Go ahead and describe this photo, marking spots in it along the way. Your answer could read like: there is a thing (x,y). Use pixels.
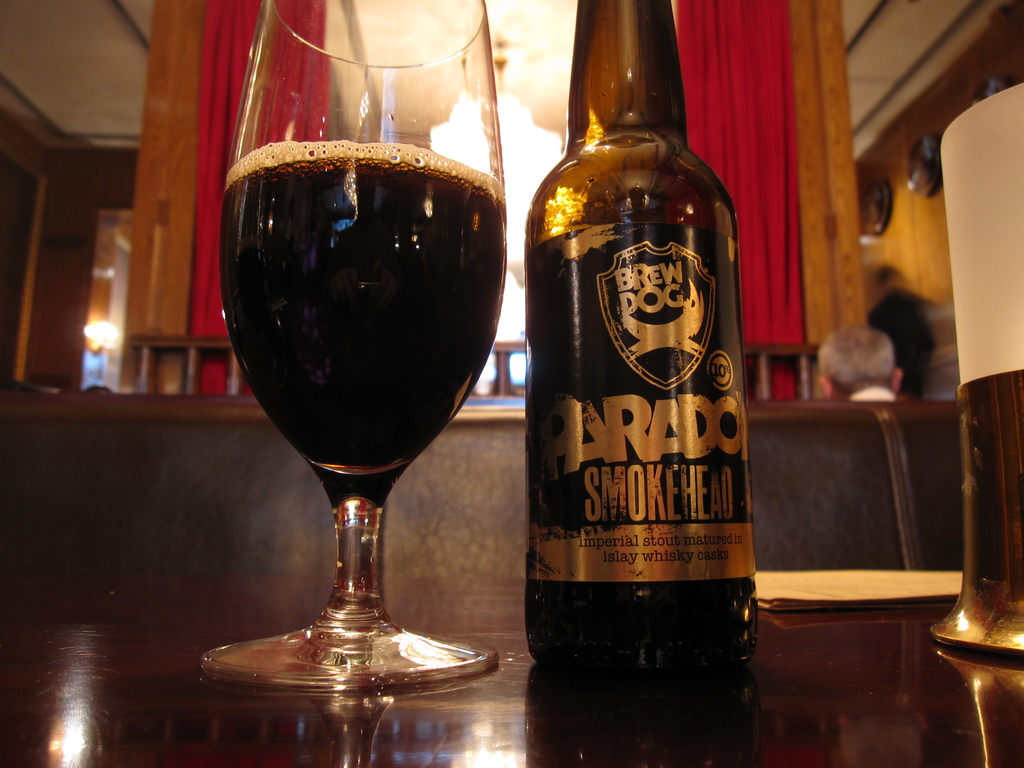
In this image we can see a bottle (735,316) with label (643,396) on it, glass (367,280) with drink (324,319) in it placed on the table (548,683). In the background (841,371) we can see a person (862,364), sofa (829,420) and curtains (736,131).
